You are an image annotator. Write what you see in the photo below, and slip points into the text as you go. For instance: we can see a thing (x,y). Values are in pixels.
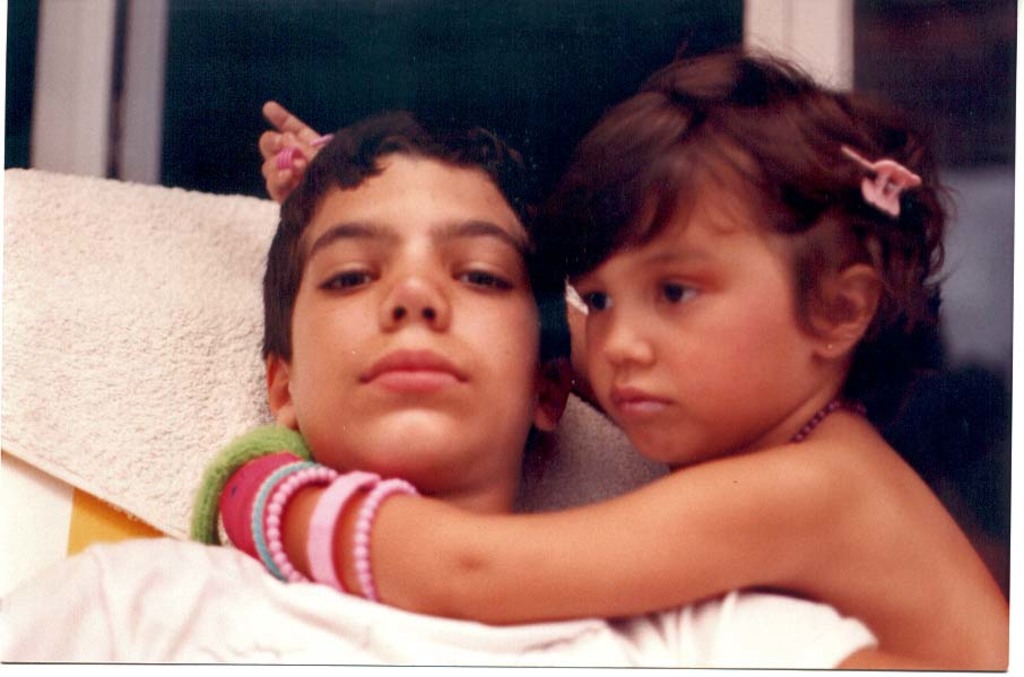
In this picture we can see a girl (700,498) holding a boy (278,363). There is a towel (48,429) on the left side (34,417).
